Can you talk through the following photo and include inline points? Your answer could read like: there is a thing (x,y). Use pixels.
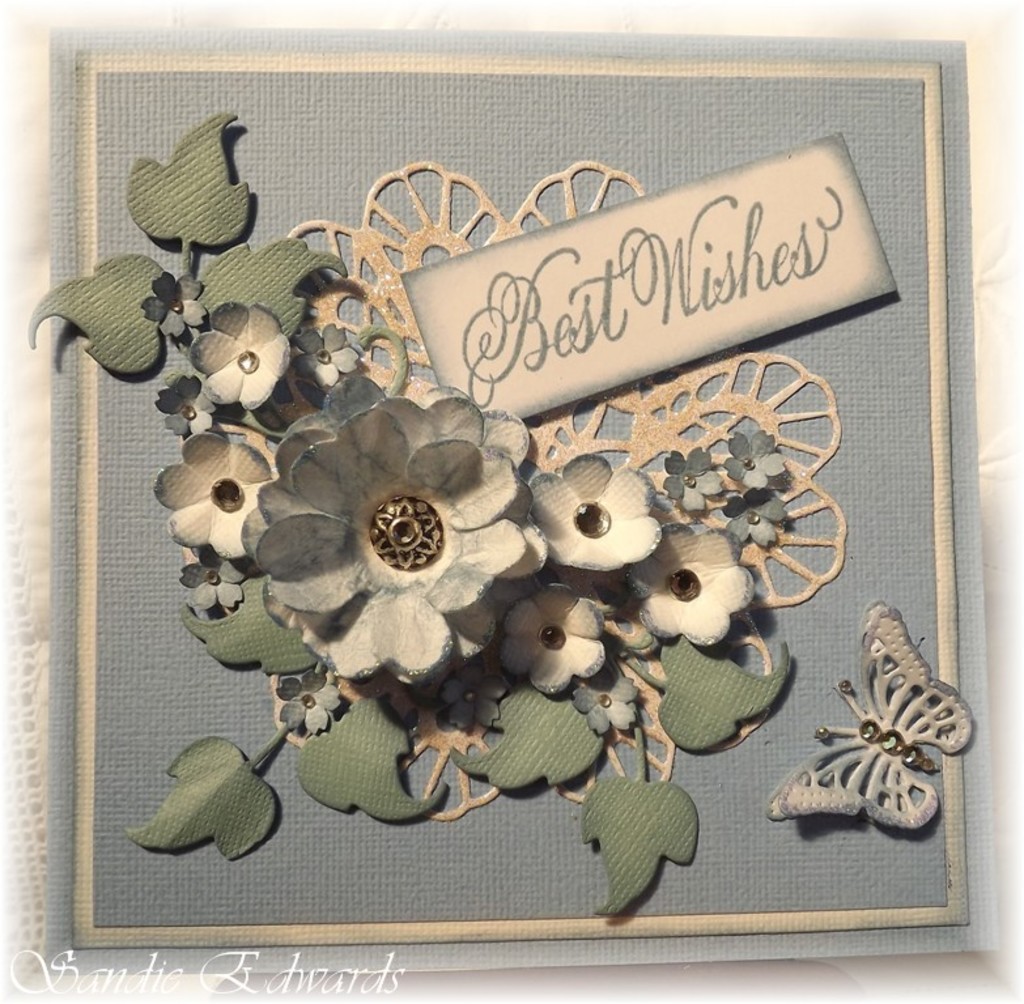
In this image we can see some artificial flowers (396,500), some leaves (198,628) and butterfly (877,767) are placed on the surface (166,354), we can also see a card (509,328) with some text (524,324).
